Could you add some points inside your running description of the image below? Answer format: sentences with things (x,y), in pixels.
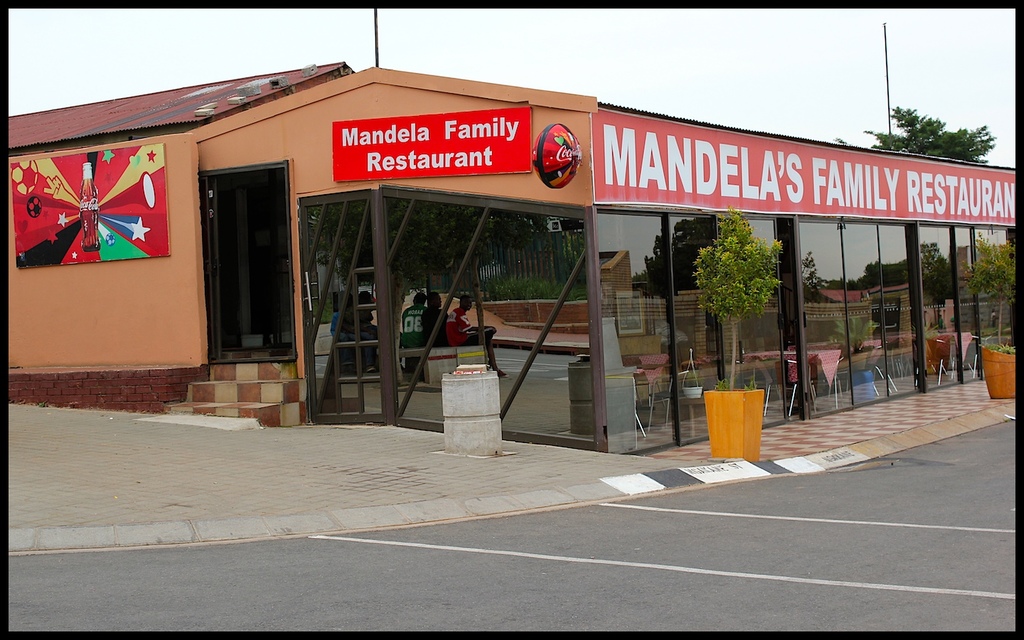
In the foreground (195,275) I can see a restaurant (517,419), houseplants (732,350), tables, chairs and group of people (472,342) are sitting. On the top (609,80) I can see the sky (731,85) and trees (923,138). This image is taken during a day.
